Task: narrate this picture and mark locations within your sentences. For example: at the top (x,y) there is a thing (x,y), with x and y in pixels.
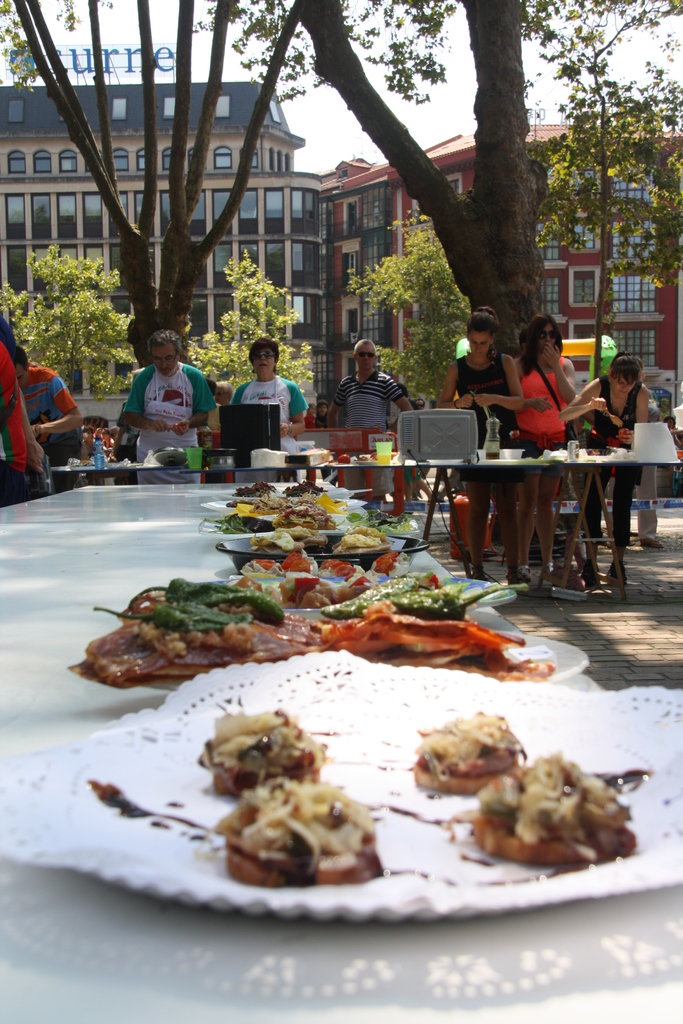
Here we can see few people (492,360). There are tables (15,611). On the table (15,611) we can see bottles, plates (346,525), and food items (266,877). In the background (45,146) there are trees (447,323), buildings (45,146), and sky (610,62).
